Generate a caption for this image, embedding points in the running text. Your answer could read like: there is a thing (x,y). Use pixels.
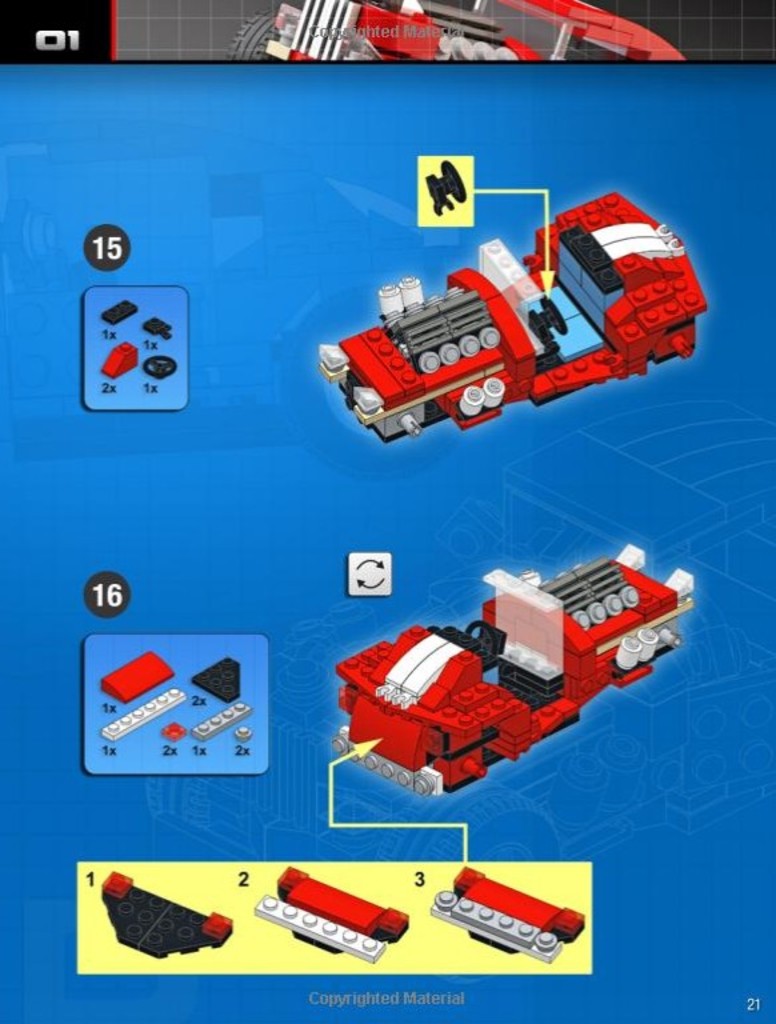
This is a graphical image of a toy (375,749). On the bottom of the image (367,992) we can see some text (432,996).
